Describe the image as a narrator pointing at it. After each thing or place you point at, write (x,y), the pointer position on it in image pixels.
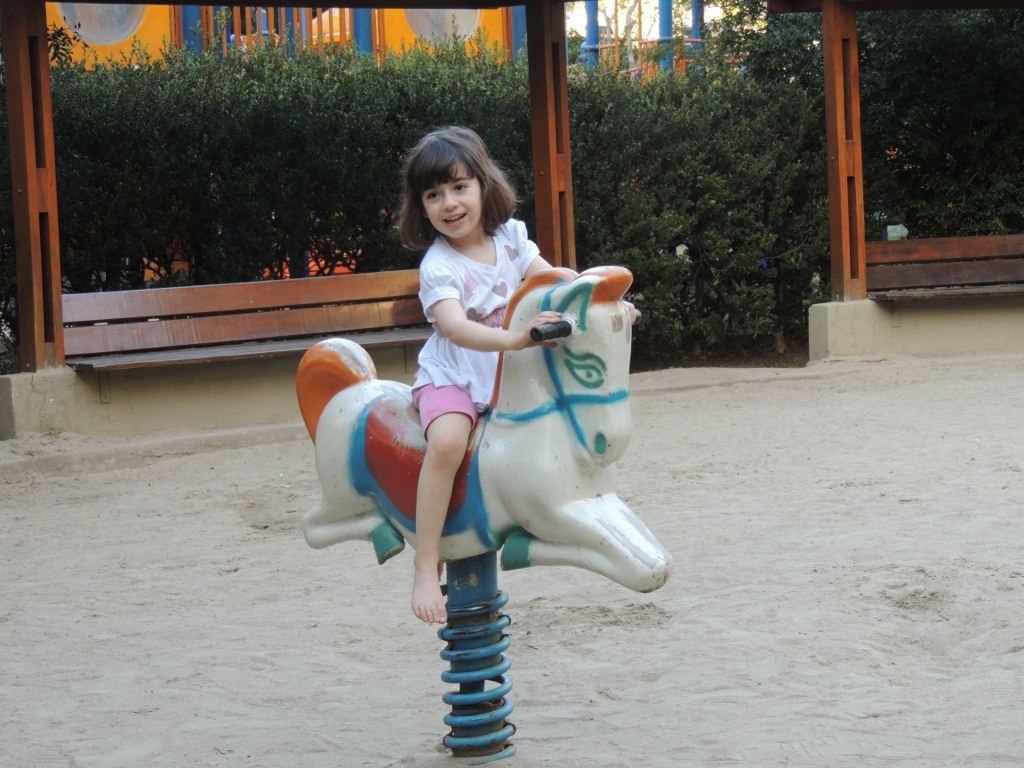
In this image there is a girl (478,282) riding a toy horse (463,473) in a playground (855,474), in the background (95,260) there are plants (630,102) and poles (359,39).
